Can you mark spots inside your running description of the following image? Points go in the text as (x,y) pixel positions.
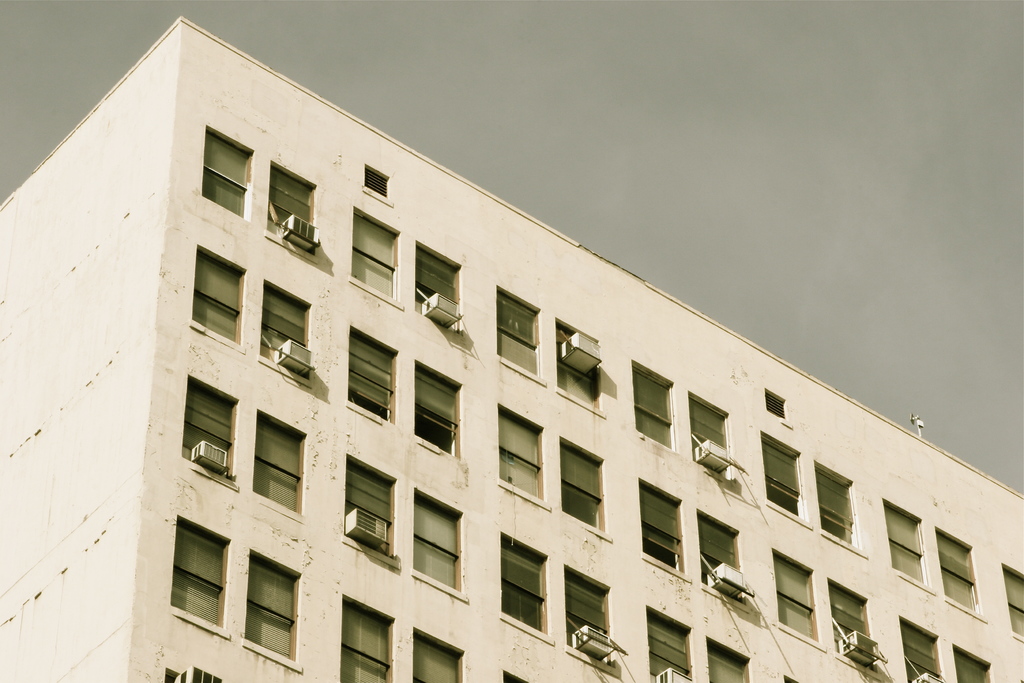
This image is taken outdoors. At the top of the image (231,113) there is the sky (45,89) with walls (238,631), windows (544,629) and a roof (980,471). There are many air conditioners (374,531).
